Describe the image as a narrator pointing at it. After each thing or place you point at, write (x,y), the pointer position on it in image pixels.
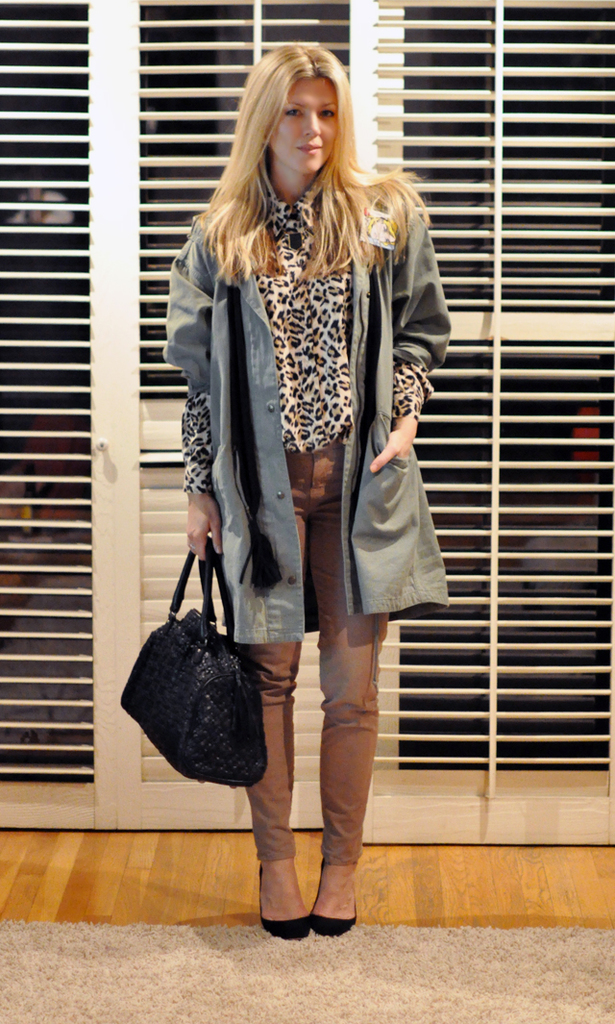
In this picture we can see a woman (357,663) who is standing on the floor (520,869). She is holding a bag (204,624) with her hands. On the background (496,291) there is a door (135,171). And this is floor (52,889).
